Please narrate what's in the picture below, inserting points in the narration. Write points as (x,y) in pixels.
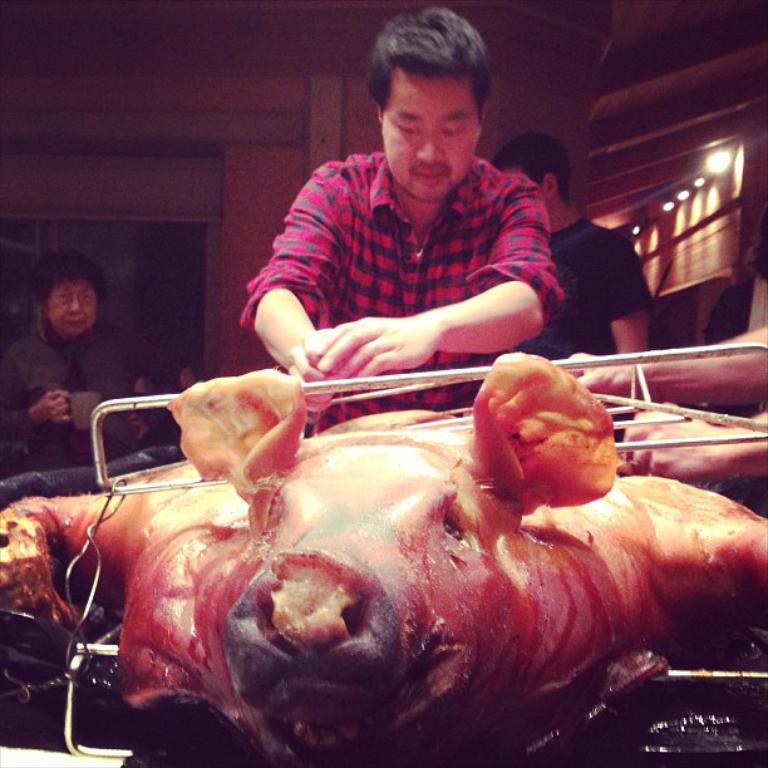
In this picture we can see meat (243,569), rods (361,399), some people (470,385) and a person (29,386) holding a cup (90,402) and in the background (218,230) we can see the lights (715,168), wall (624,212) and some objects (180,311).
